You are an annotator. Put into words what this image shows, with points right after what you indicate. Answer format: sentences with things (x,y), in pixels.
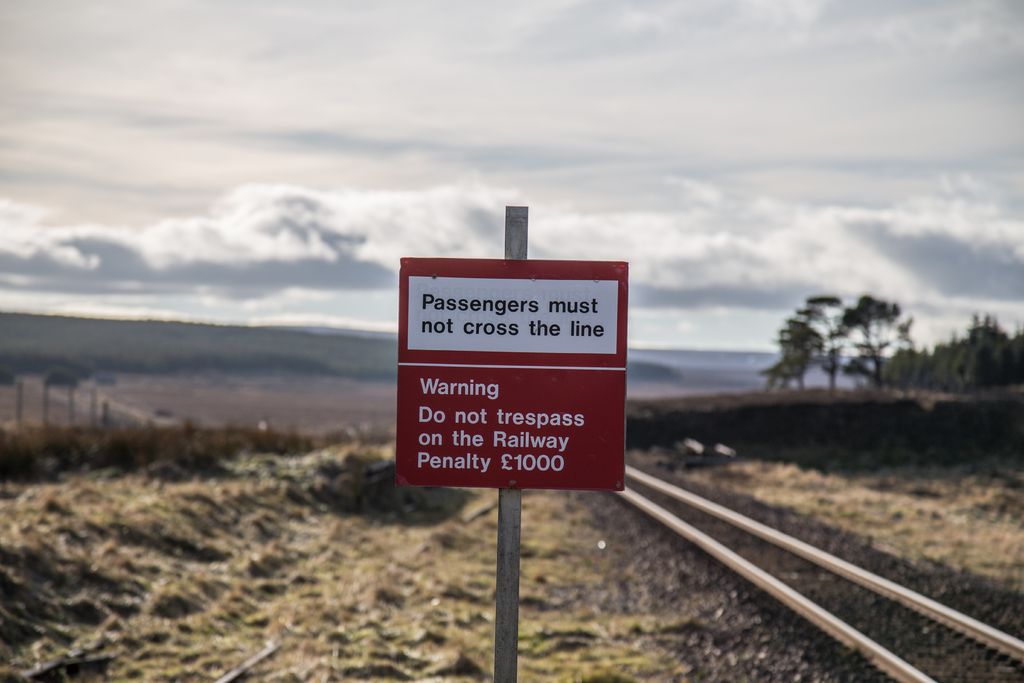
In front of the image there is a board (429,411) with some text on it. On the right side of the image (967,676) there is a railway track (822,580). At the bottom of the image (269,551) there is grass (183,530) on the surface (202,490). There are poles (108,404). In the background of the image (973,367) there are trees (992,360), mountains (737,368). At the top of the image (508,139) there are clouds (291,112) in the sky (274,40).
